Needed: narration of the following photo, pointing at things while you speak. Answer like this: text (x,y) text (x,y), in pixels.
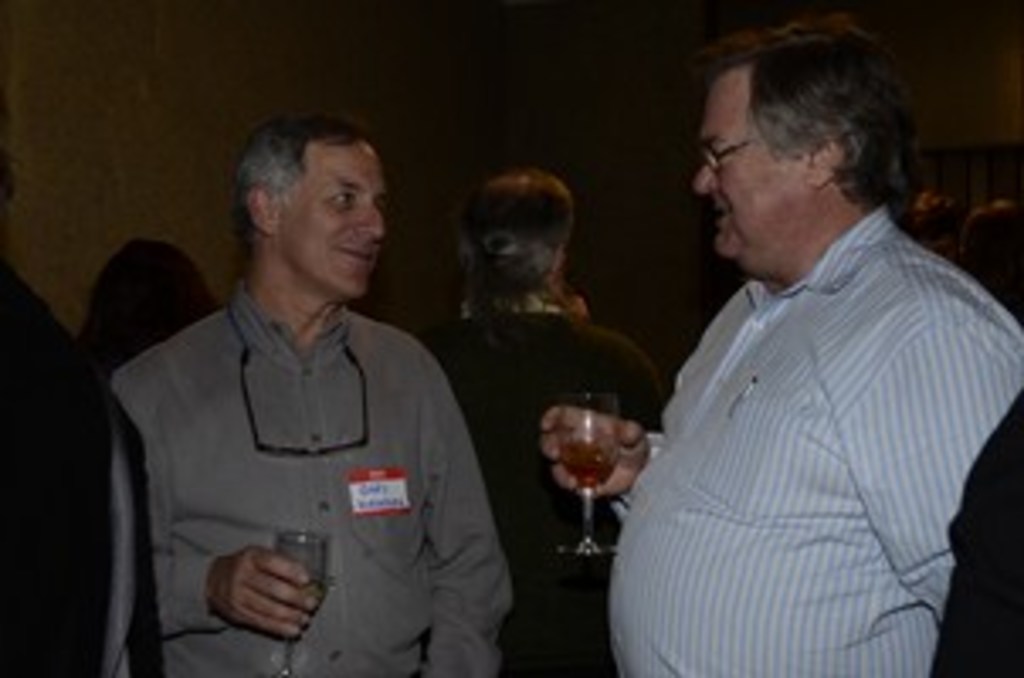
In this image I can see two men (781,453) are holding glasses (289,552) in their hands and looking at each other. In the background (556,235) also there are few people (561,273). On the top of the image (230,59) I can see the wall (412,113).
